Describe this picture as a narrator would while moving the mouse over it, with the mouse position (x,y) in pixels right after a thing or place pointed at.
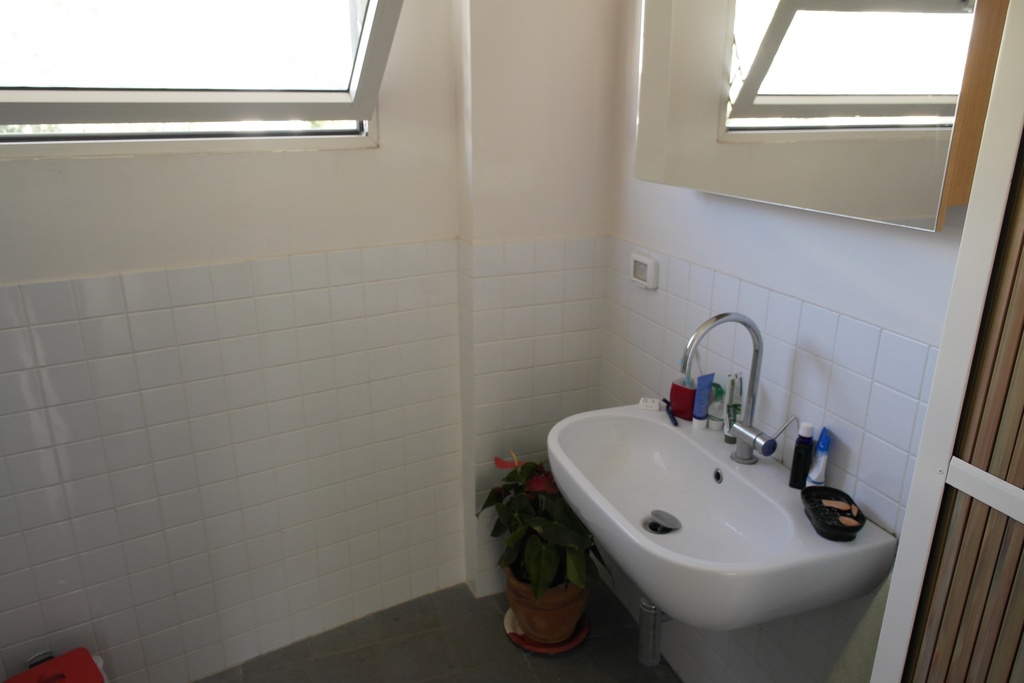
In this image we can see potted plant (541,525), sink (727,527), tap (754,375), bottles (728,401), soap container (828,529), wall (673,284), mirror (901,22) and window (175,61). It seems like there is a door (974,444) on the right side of the image (963,525).
